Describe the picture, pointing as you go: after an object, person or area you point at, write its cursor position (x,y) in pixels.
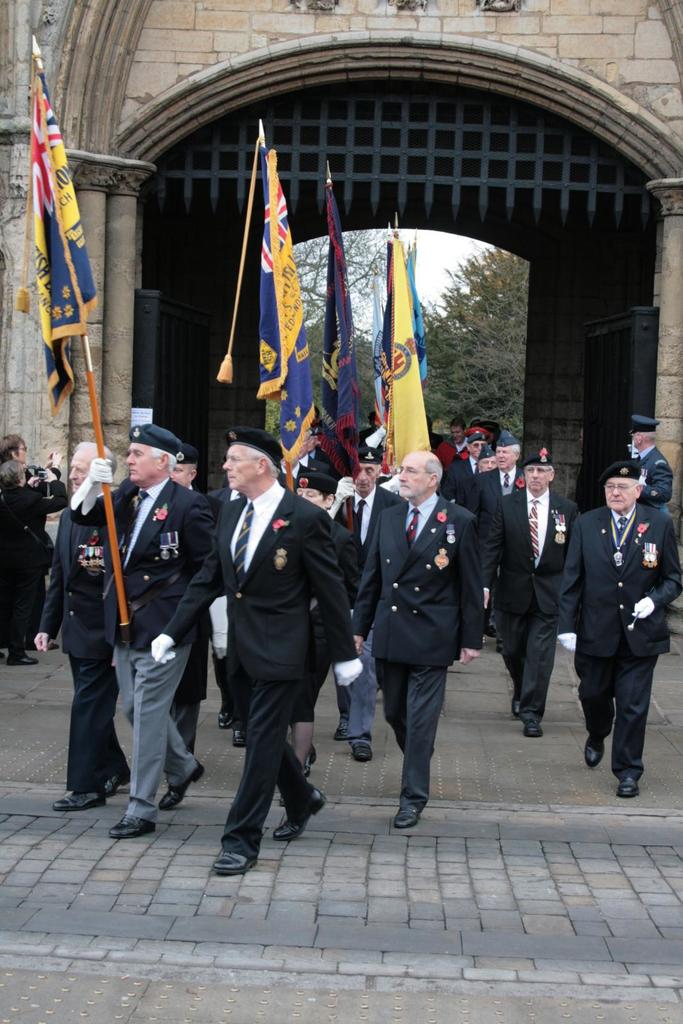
In the center of the picture (331,474) we can see people (248,445) walking, few are holding flags (331,344). At the bottom (261,861) it is road (349,923). In the background (234,53) there is an arch (183,88). In the center of the background (463,378) we can see trees (351,280).
